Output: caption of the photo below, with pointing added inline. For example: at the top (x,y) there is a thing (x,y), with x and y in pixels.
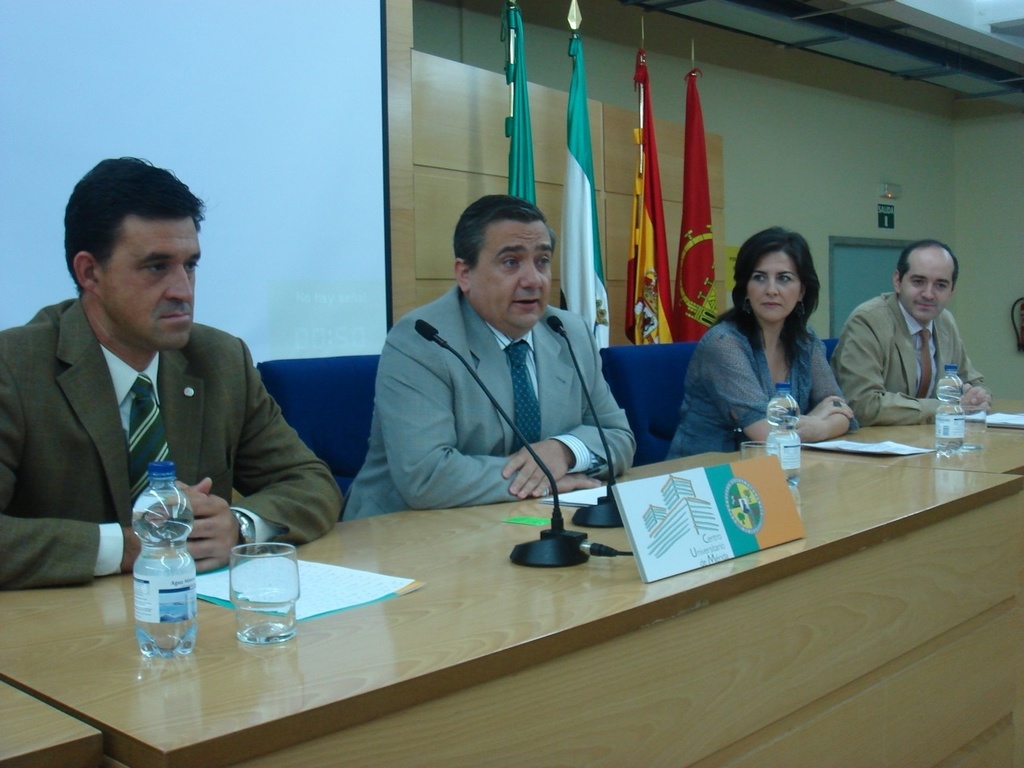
There are four people (489,292) sitting on chairs (358,404), in front of these people (378,441) we can see bottles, microphones (599,552), board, papers (218,602) and glass (274,602) on the table (231,612). In the background (661,242) we can see wall (999,335), screen (327,95) and flags (661,242).
